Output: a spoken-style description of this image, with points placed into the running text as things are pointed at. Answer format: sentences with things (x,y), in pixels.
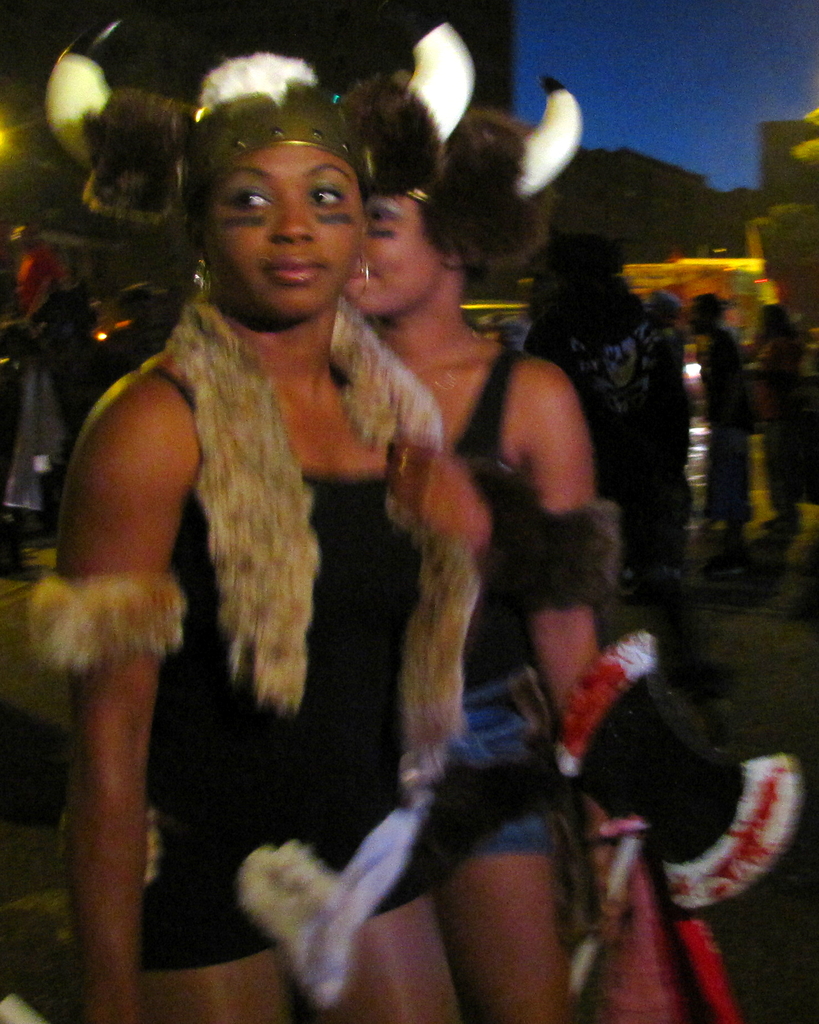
In this image, we can see a group of people (225,690). Few (231,458) are wearing different costumes (216,473). Background (786,281) we can see wall (626,232) and sky (658,104).
